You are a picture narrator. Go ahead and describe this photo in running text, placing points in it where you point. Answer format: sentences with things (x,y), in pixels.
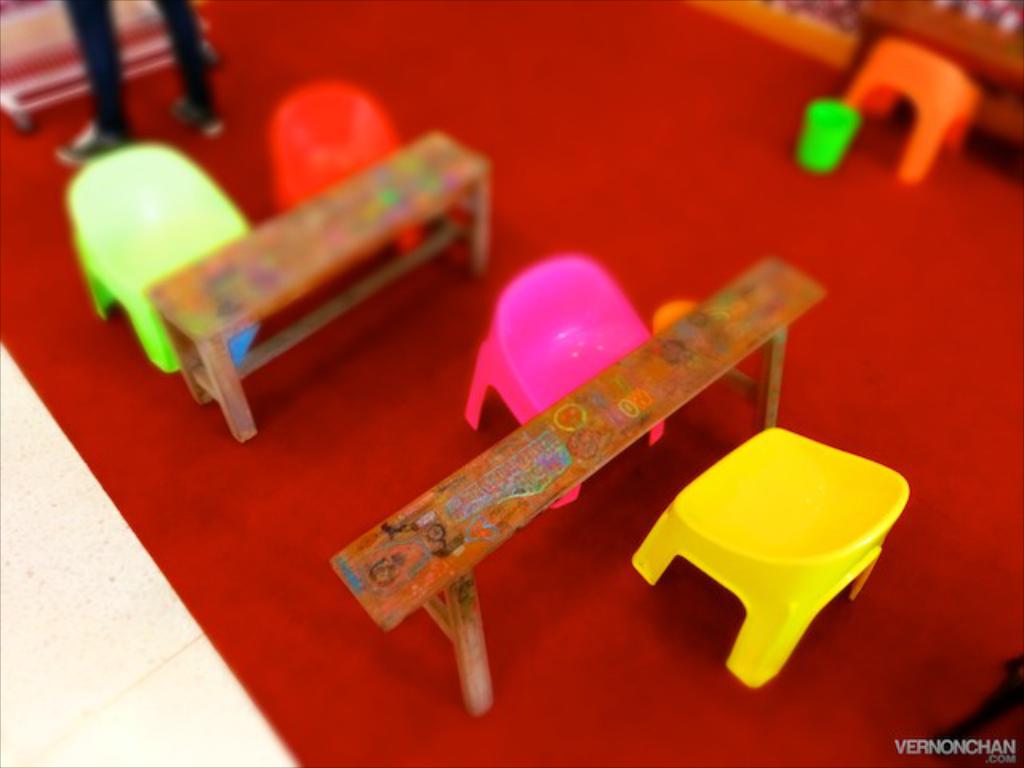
In this picture there are tables (561,450) and some chairs (619,341) are placed on the red color carpet (558,184). There is a person (198,90) standing in the top left corner (198,76).
